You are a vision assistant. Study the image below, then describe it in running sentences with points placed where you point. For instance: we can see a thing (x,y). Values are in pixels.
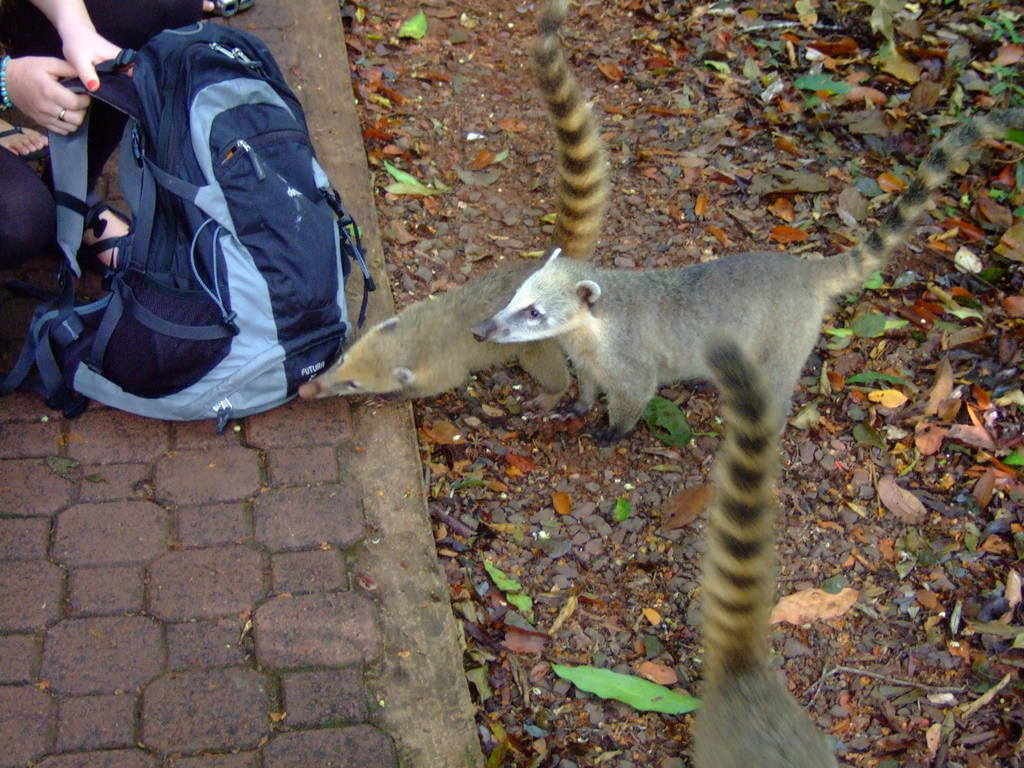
In this image there are three coatis (765,633) one of the coati (485,298) is licking the backpack (258,307) and at the right side of the image (992,187) there are different colors of leaves (913,452) and at the left side of the image (194,14) there are a person (190,14) who is crouching on the sidewalk (284,475) and holding a backpack (150,235).
